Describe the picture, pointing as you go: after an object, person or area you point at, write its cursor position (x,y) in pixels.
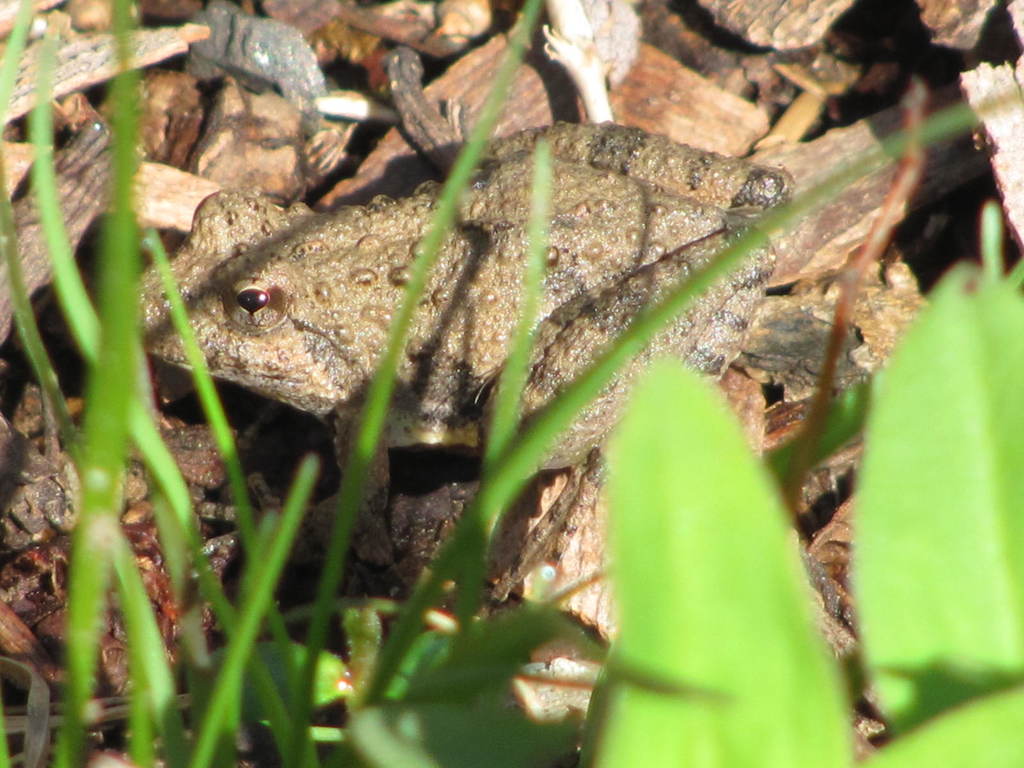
In this picture we can see a frog (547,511) and leaves (508,471).
